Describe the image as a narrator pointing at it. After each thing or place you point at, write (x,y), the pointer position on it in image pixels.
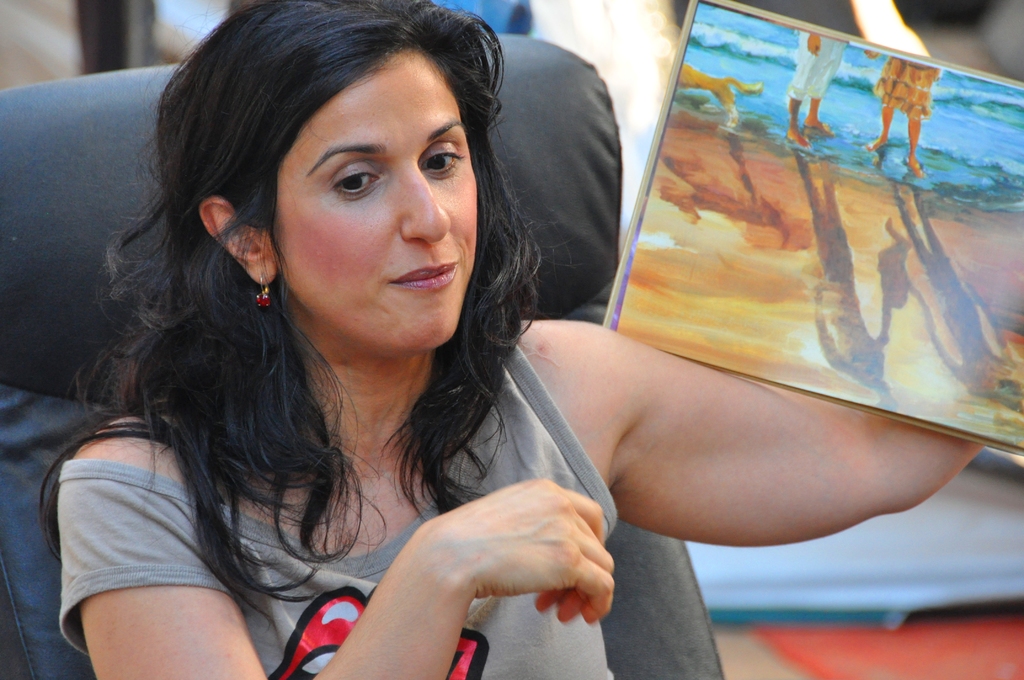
In this image there is a woman (538,412) sitting on a chair (661,584) holding a painting (727,299) in her hand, in the background (734,642) it is blurred.
